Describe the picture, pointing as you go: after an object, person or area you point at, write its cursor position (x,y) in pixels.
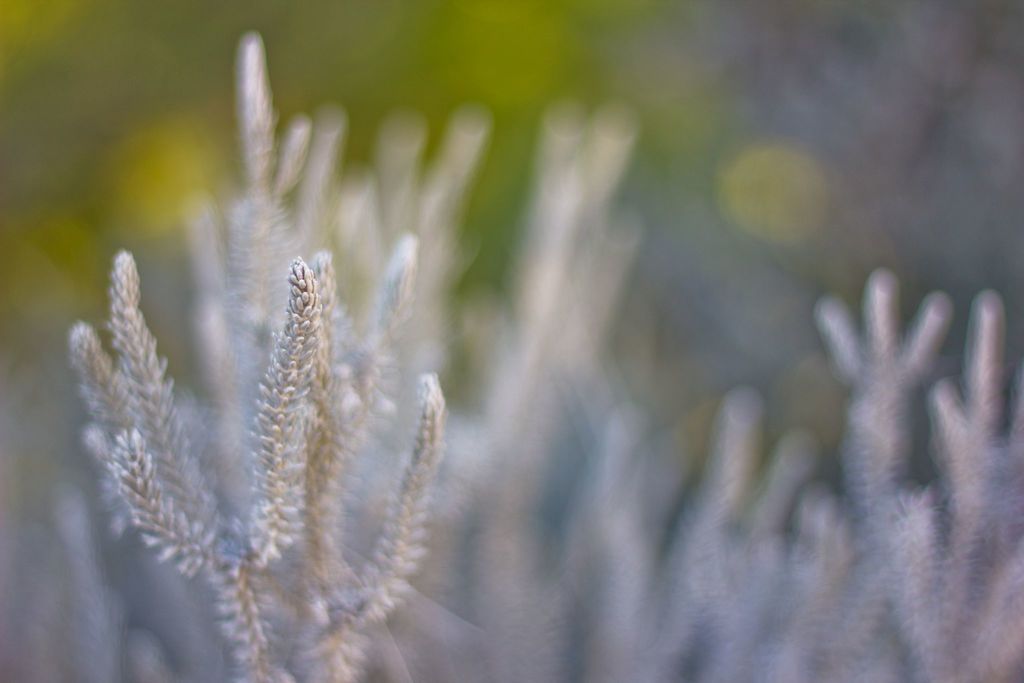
In this picture we can see plants (550,385) and in the background (530,114) it is blurry.
